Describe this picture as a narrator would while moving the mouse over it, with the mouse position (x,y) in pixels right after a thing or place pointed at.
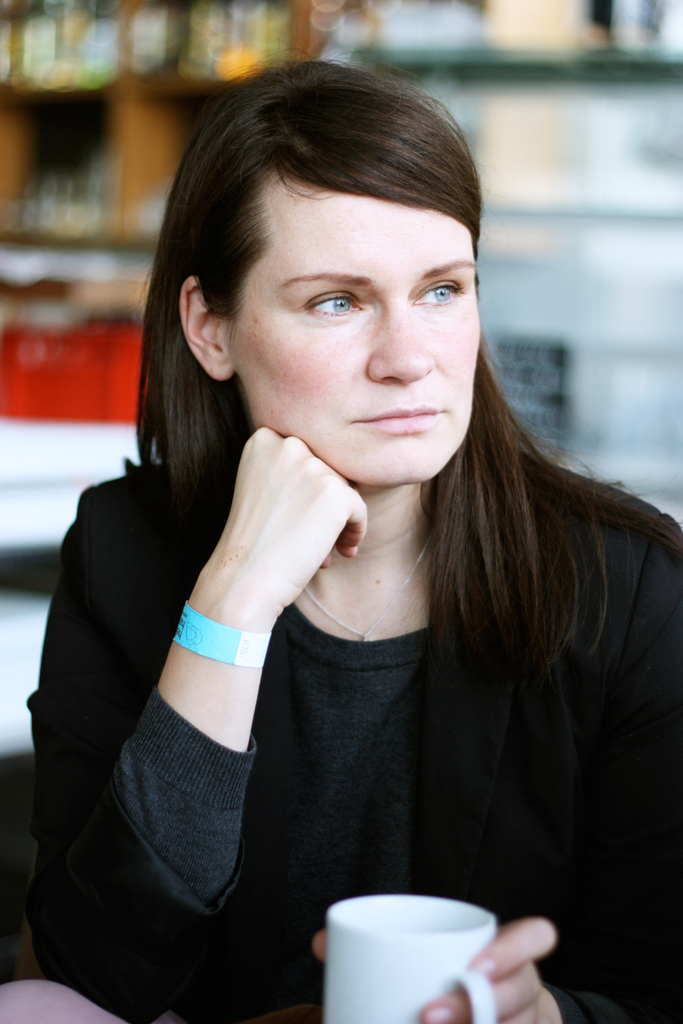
In this image we can see a woman (359,424) she is holding a cup (354,943) in her hand (503,967).
